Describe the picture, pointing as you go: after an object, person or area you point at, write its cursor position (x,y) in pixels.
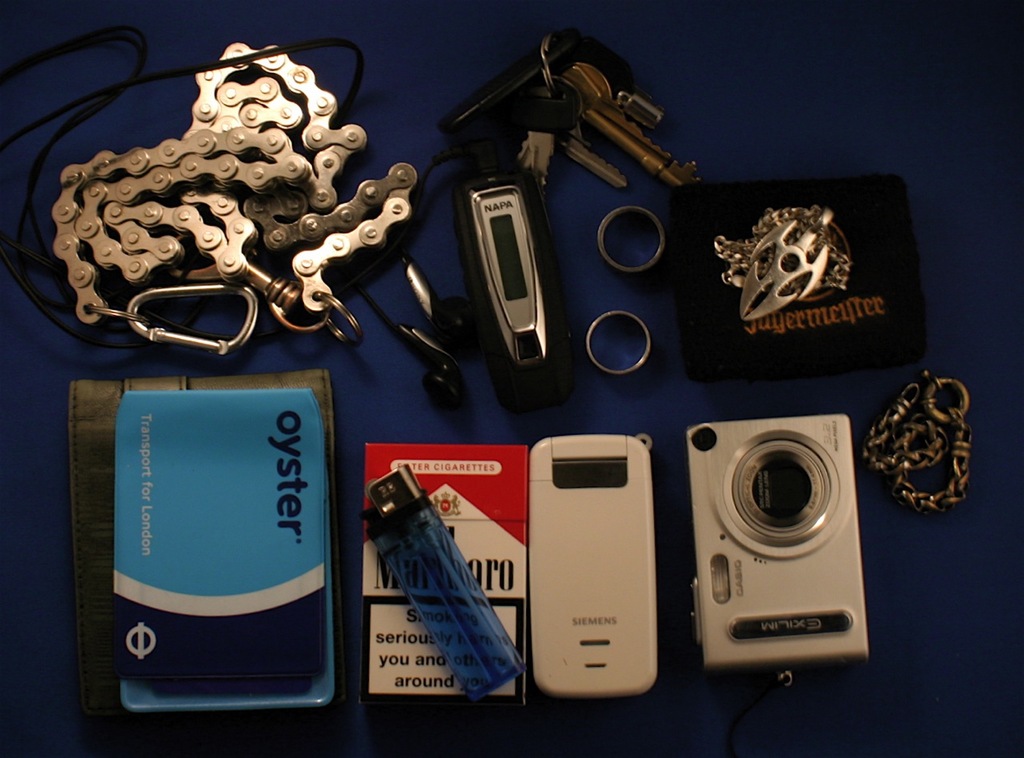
In this image I can see a card holder (322,546), camera (723,531), two rings (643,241), keychain (245,203) on blue color cloth (360,387).
